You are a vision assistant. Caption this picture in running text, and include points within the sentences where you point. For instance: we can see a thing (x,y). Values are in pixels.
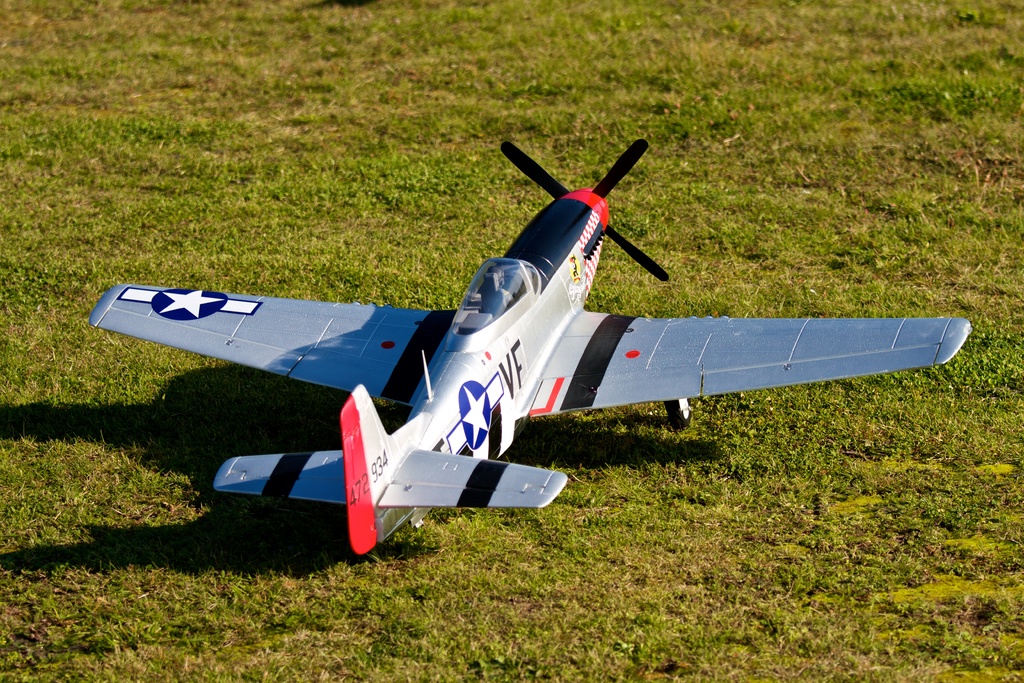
In the center of the image (424,371) we can see a toy aeroplane (438,451). At the bottom (376,611) there is grass (505,605).
